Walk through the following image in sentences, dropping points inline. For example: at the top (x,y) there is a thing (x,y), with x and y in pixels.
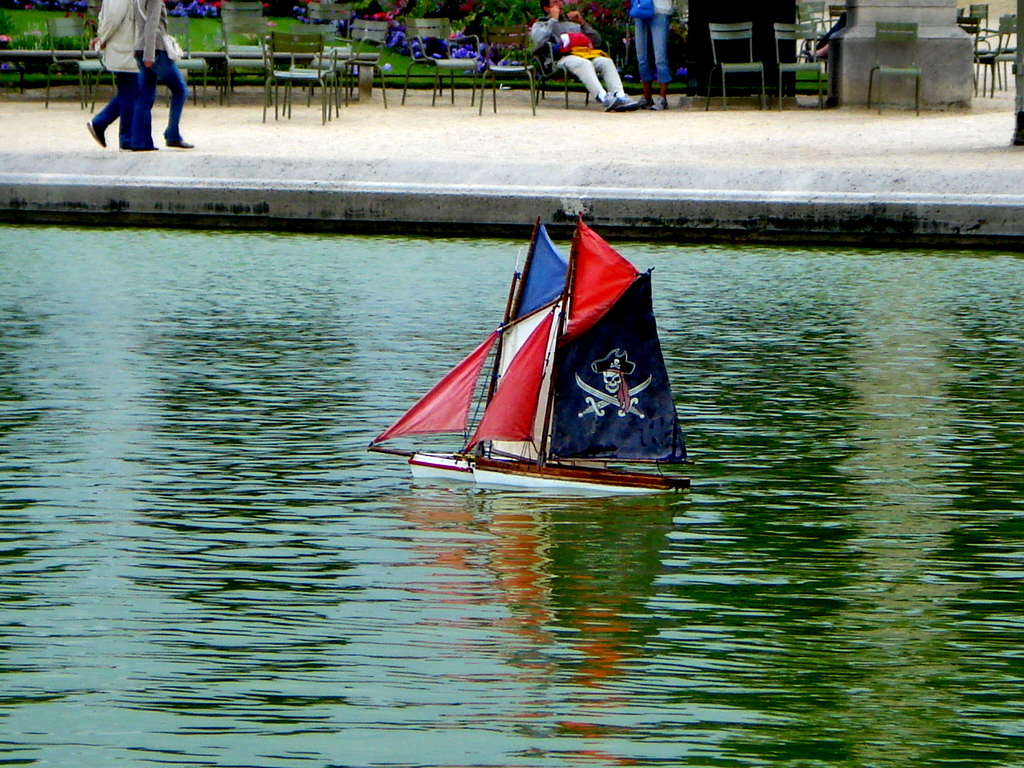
In this image there is water (467,506) and we can see boats (519,482) on the water (466,665). In the background (99,26) there are people (659,57) and we can see person (579,28) sitting and there are chairs (336,83).
